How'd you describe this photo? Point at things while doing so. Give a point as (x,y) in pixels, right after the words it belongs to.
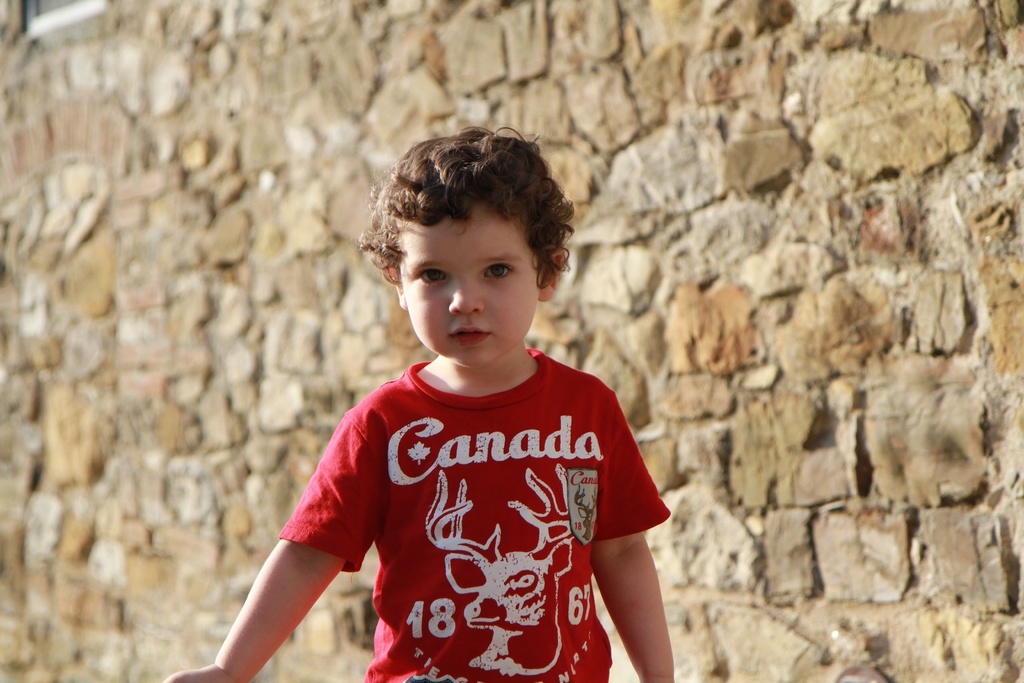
In this picture, it seems like a small boy (482,396) in the foreground (492,354) and a wall (324,186) in the background (164,423).
